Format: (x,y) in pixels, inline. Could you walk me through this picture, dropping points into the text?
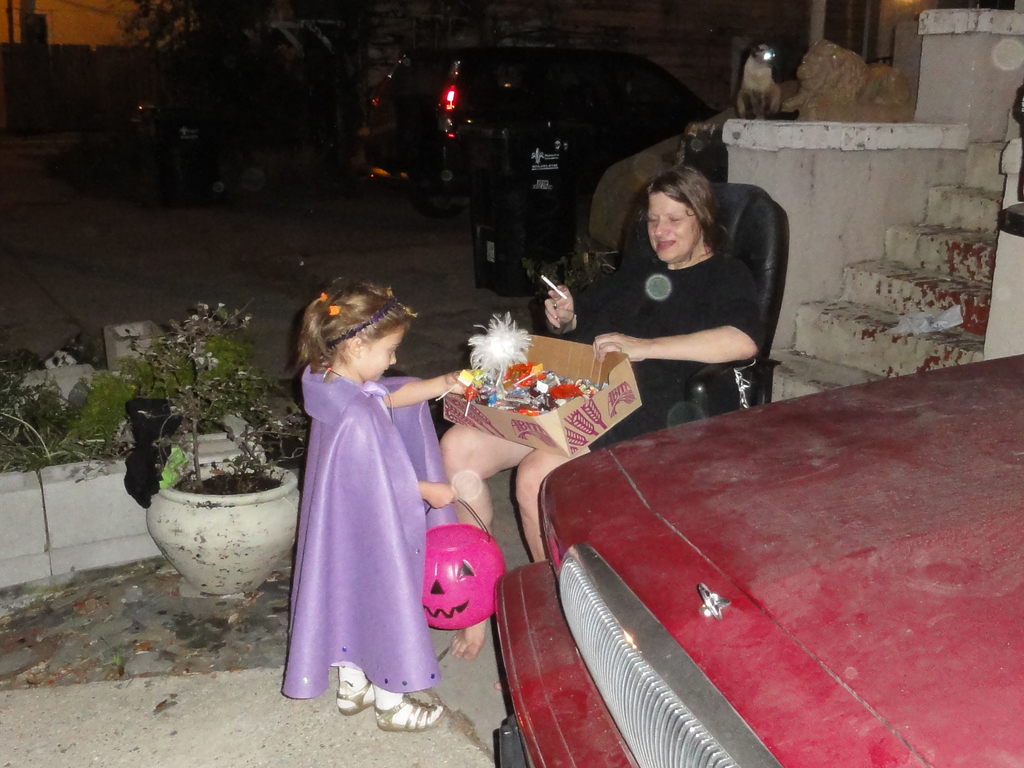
In the center of the image (370,498) we can see the woman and a child (388,492) holding a cardboard box (600,392) containing some objects (507,396) inside it. In that the woman (627,327) is sitting in a chair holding a cigarette (554,287) and the child (314,612) is standing holding a container (438,546). On the backside (805,133) we can see a staircase (898,245), an animal (753,105) on a wall (789,132), a dustbin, a car (444,193) parked aside and a group of plants (190,414) in the pots (184,500). On the right side (853,715) we can see the bonnet (933,739) of a car (677,663).
